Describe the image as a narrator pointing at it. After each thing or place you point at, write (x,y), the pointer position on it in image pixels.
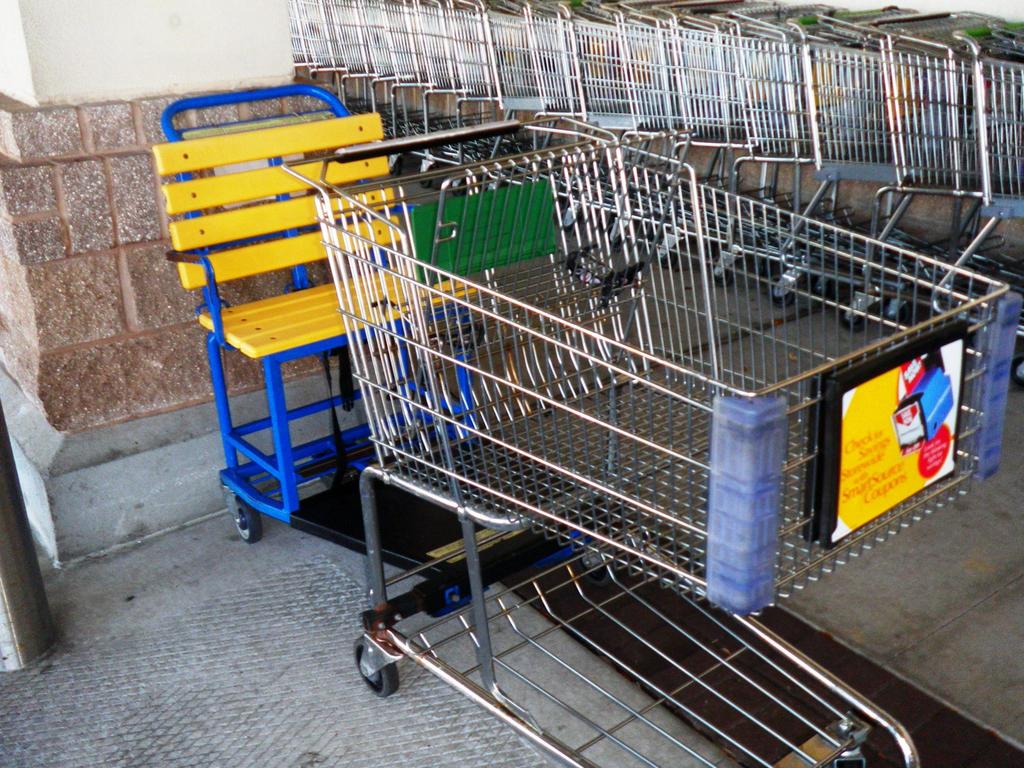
In this image in the foreground (652,403) there is one trolley (833,478) and chair (265,265) and in the background (891,134) there are group of trolleys (712,108), and on the left side (127,248) there is wall (133,62). At the bottom (265,679) there is floor (884,595).
